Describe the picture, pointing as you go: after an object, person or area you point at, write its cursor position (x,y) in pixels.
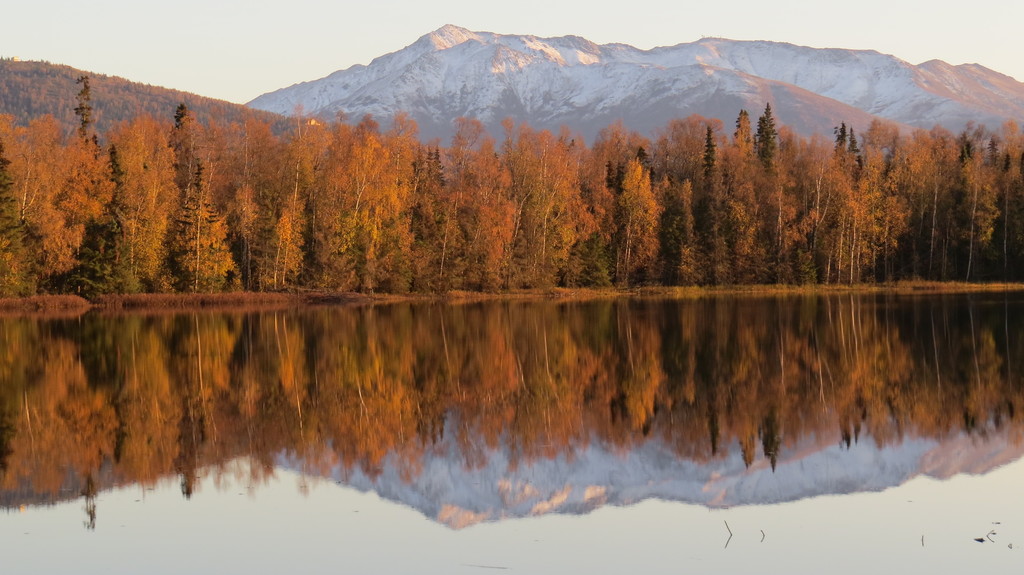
In this picture I can see water (814,470), there are trees (429,201), there are snow mountains (568,64), and in the background (650,39) there is the sky (963,45).
